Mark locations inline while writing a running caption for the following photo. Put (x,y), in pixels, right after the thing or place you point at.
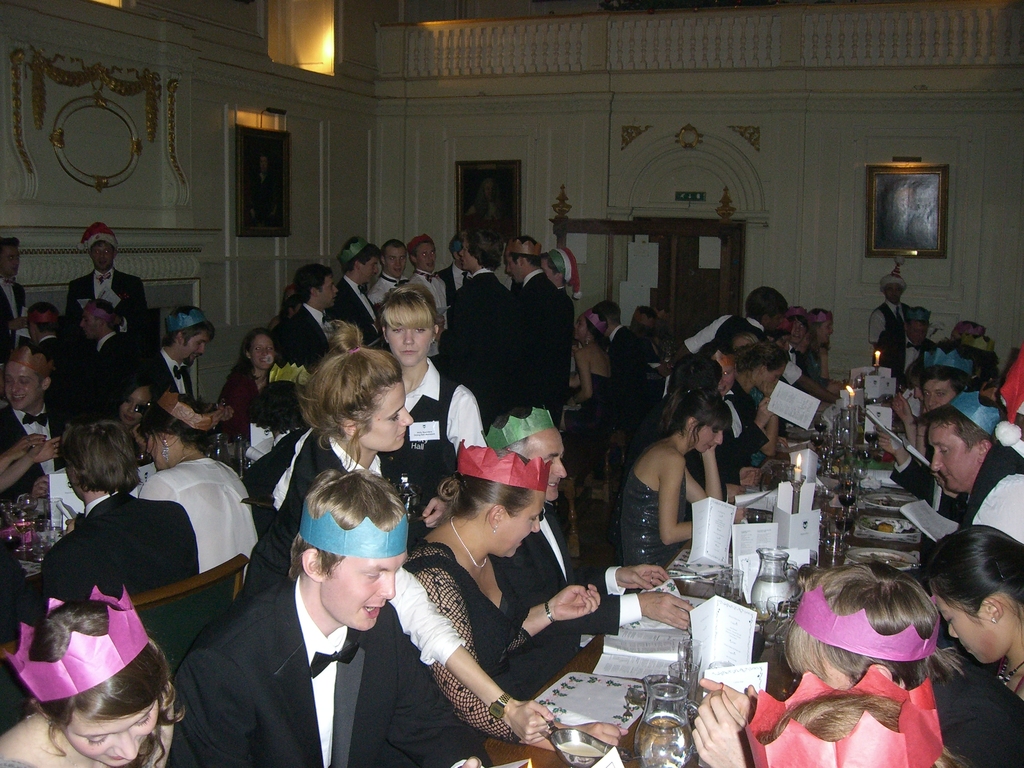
In this picture there are lot of people (654,371), tables (670,568), chairs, candles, papers (747,544), food items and other objects (816,557). The picture might be taken in a party. In the background (336,132) there are wall (317,153), frames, door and other objects (617,23).
